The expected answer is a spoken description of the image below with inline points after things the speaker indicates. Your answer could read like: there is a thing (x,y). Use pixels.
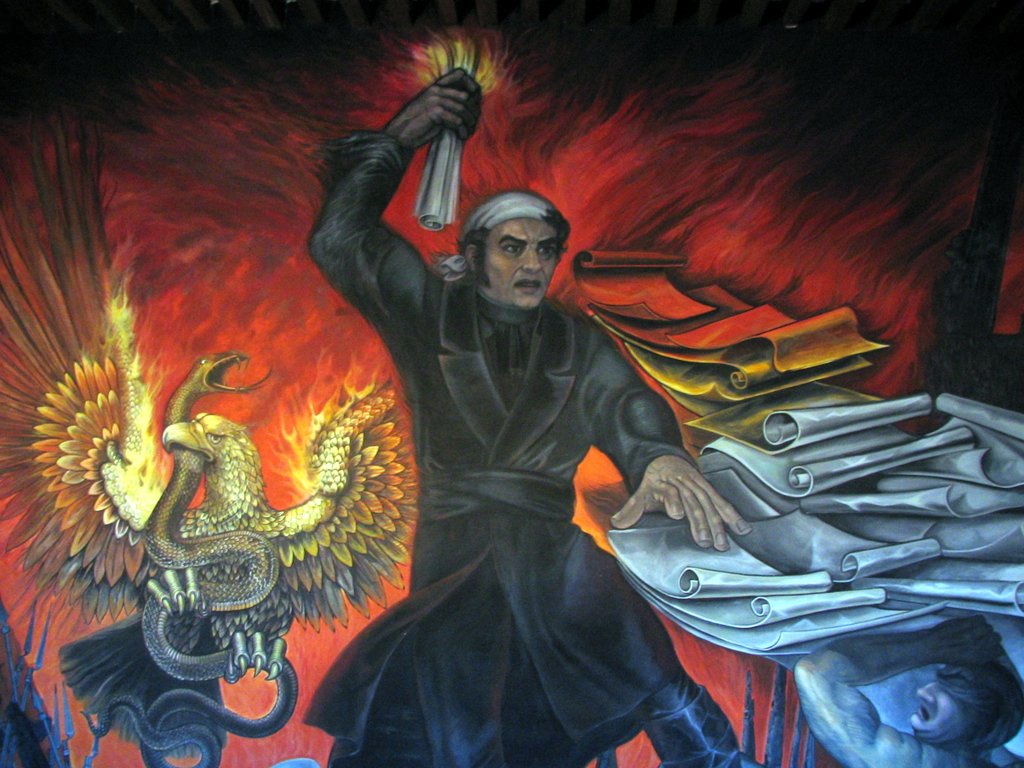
This is a painting and in this painting we can see two men (968,740), eagle (107,378), papers (723,466), snake (173,492).
